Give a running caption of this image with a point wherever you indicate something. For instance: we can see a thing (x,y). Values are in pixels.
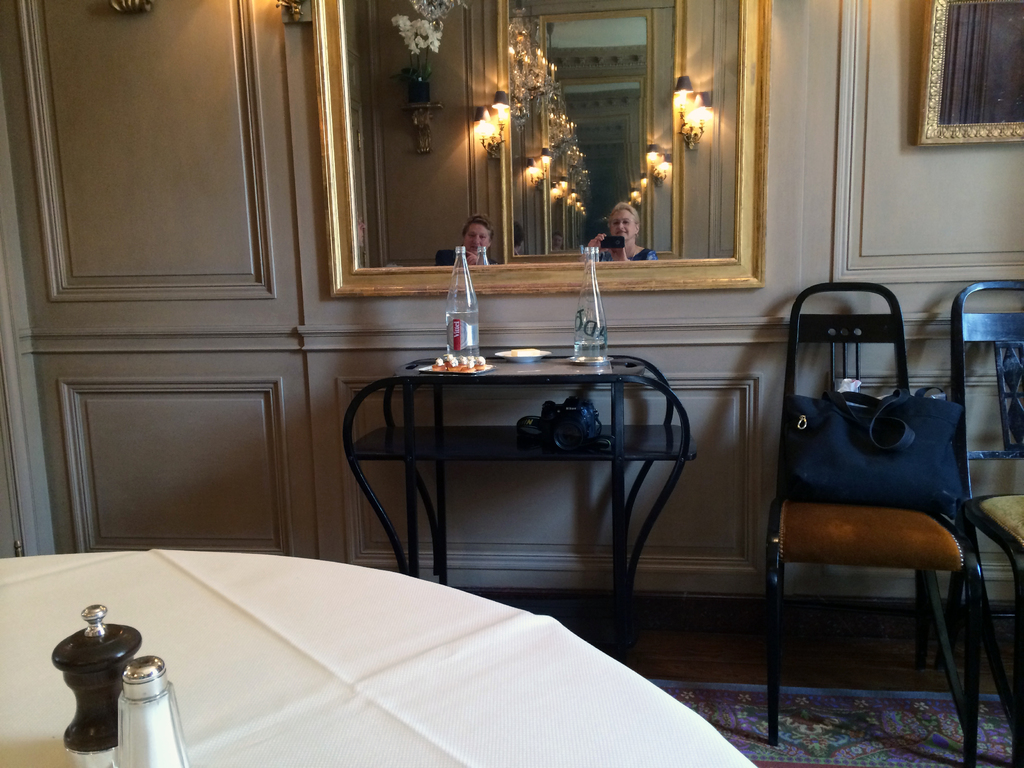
In this image I can see the mirror (636,200) on the wall (804,186). In the mirror (604,151) there are two persons (612,251) and the lights (571,145). In front of the mirror (646,136) there is a table (443,382). On the table (443,382) there are bottles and the plate (537,357). And I can also see two chairs (882,554). On one chair (845,544) there is a bag (851,450).
